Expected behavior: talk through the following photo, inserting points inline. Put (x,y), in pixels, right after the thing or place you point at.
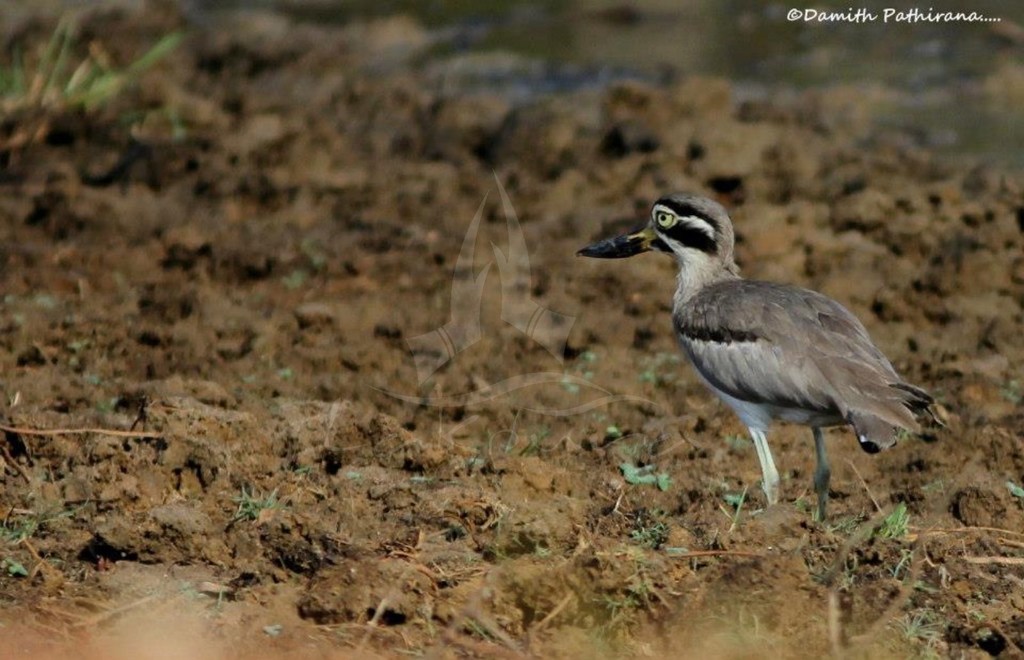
In the center of the image (618,256) there is a bird (704,273). At the bottom of the image (509,460) there is soil (373,381). At the top right corner of the image (815,9) there is some text (799,15).
